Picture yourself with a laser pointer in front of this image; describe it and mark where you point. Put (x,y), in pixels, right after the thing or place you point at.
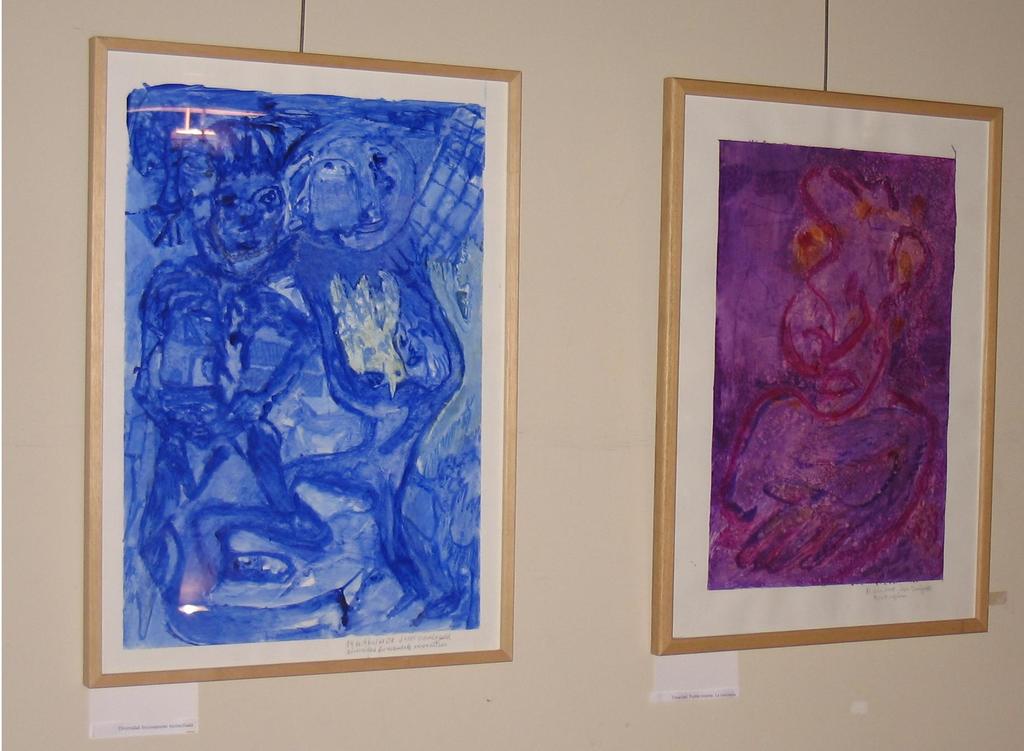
Here we can see two paintings (279,466) with frames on the wall (513,12).
